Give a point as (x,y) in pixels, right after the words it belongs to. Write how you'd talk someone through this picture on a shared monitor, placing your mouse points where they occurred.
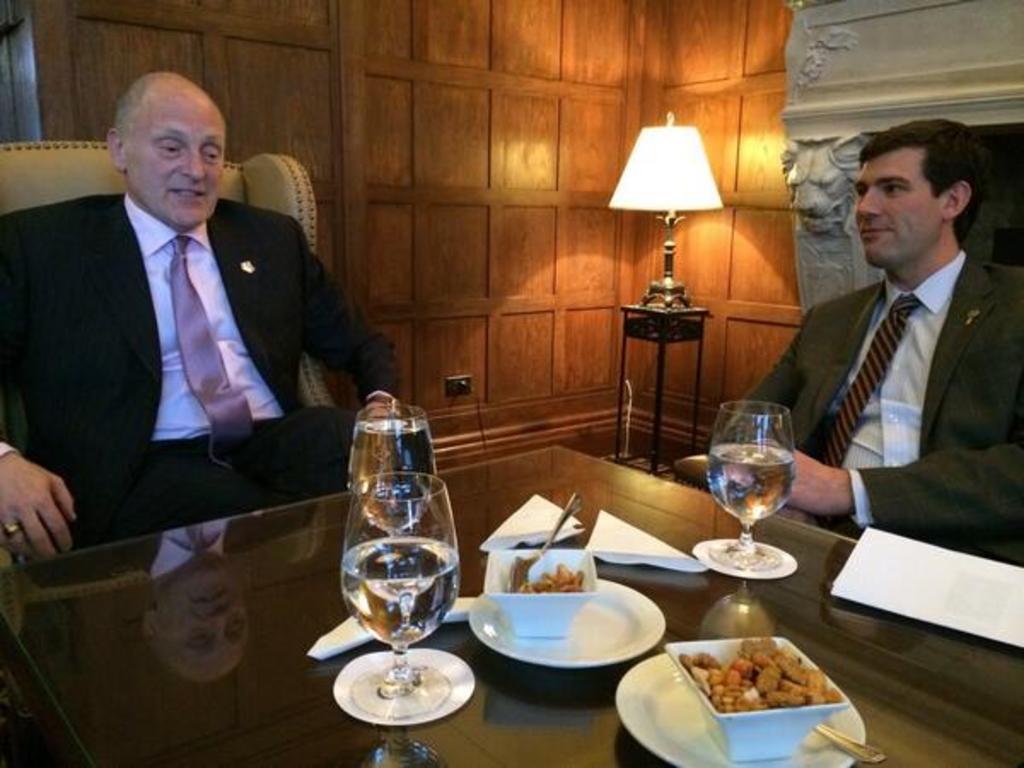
In a picture two persons (24,460) are sitting on the chairs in front of a table (659,527) where on the table (493,733) there are bowls (751,714), plates (814,747), spoons (844,739), glasses (743,488) and tissues (645,543) and some food (780,689) in the bowl (753,729) and behind a person (868,169) at the right corner (820,147) there is a one fire place (847,178) and at the corner there is one bed lamp (669,295) on the small stool (635,311) and there is a wooden wall (555,66) behind another person (208,127) who is a black suit (250,314).
